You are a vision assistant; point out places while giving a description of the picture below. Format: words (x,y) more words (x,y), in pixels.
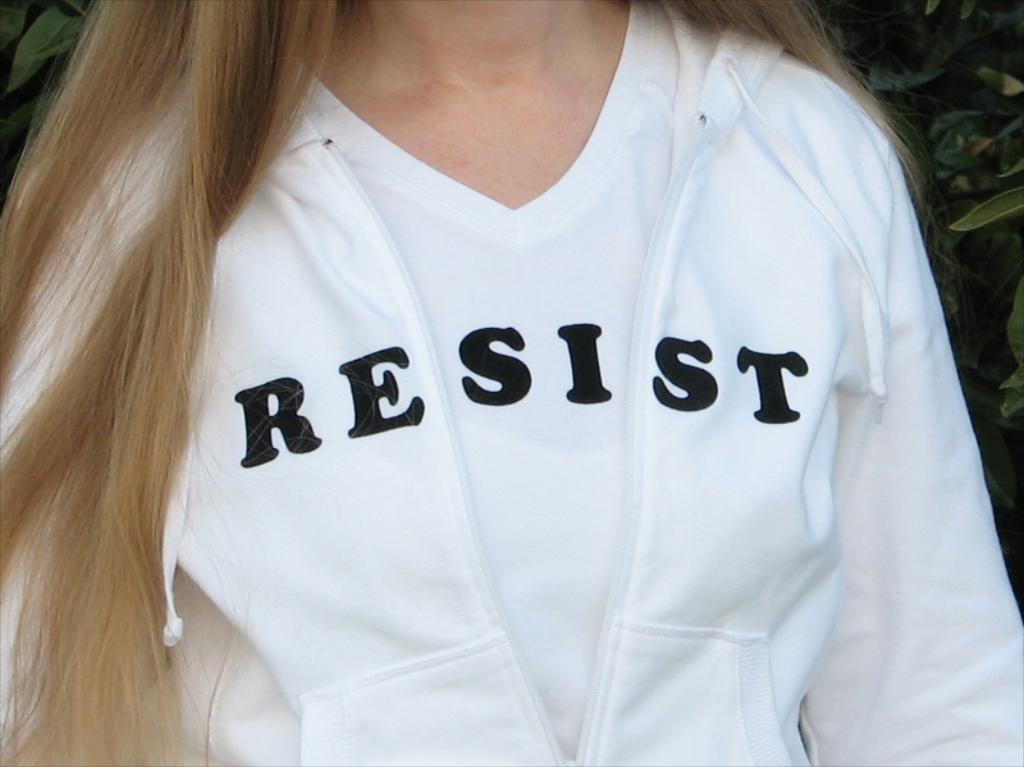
In this image we can see a person (524,457) wearing a white color jacket (356,205) and in the background (892,80) we can see some plants (881,40).
